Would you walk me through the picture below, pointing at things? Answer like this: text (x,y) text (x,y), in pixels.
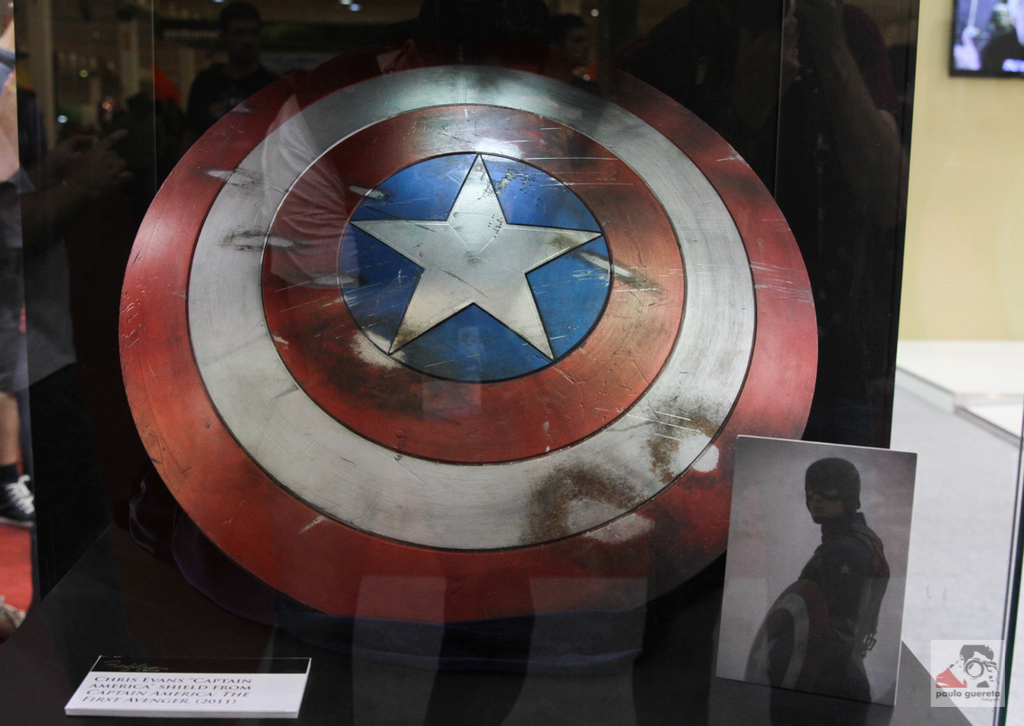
In the image there is a shield (494,289) inside a glass (84,134) with a photograph (803,558) on the right side of it, this seems to be clicked in a museum (1019,148).
